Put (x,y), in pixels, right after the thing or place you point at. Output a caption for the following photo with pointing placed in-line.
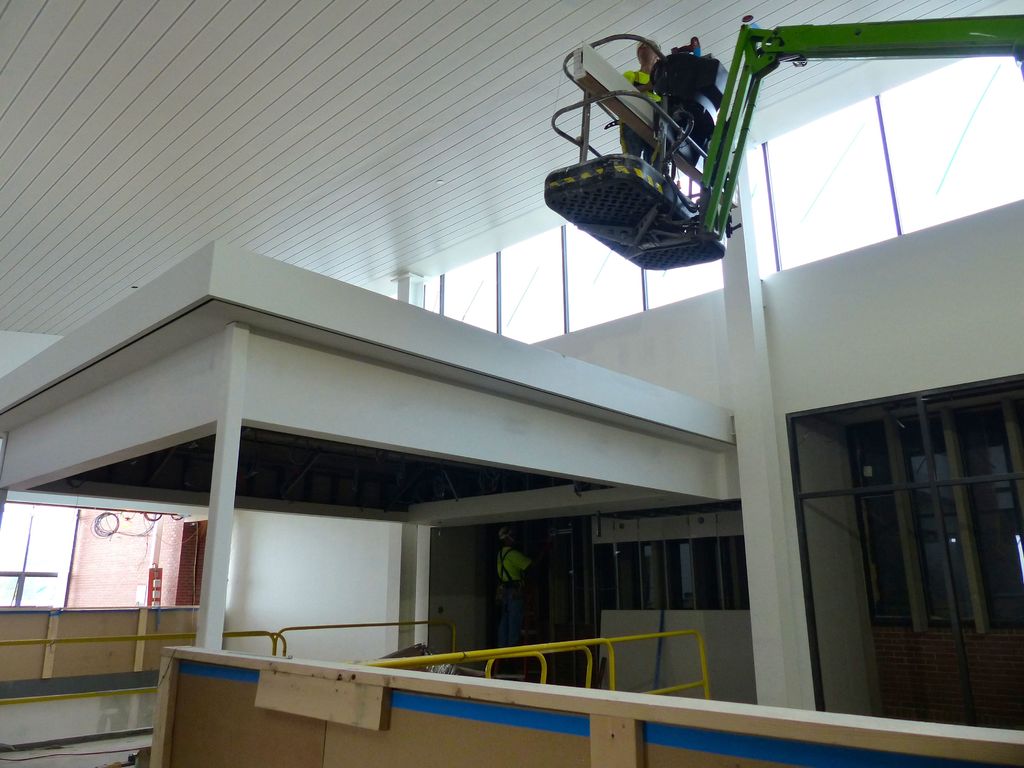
In the picture we can see some building hall (236,766), inside it, we can see some roof (262,502) with pillar (225,633) which is white in color and under it we can see some railing (434,661) which is yellow in color and behind it, we can see a wall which is white in color with a glass (481,287) to it and on the top (625,193) we can see some holding crane (725,166) with a person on it.
